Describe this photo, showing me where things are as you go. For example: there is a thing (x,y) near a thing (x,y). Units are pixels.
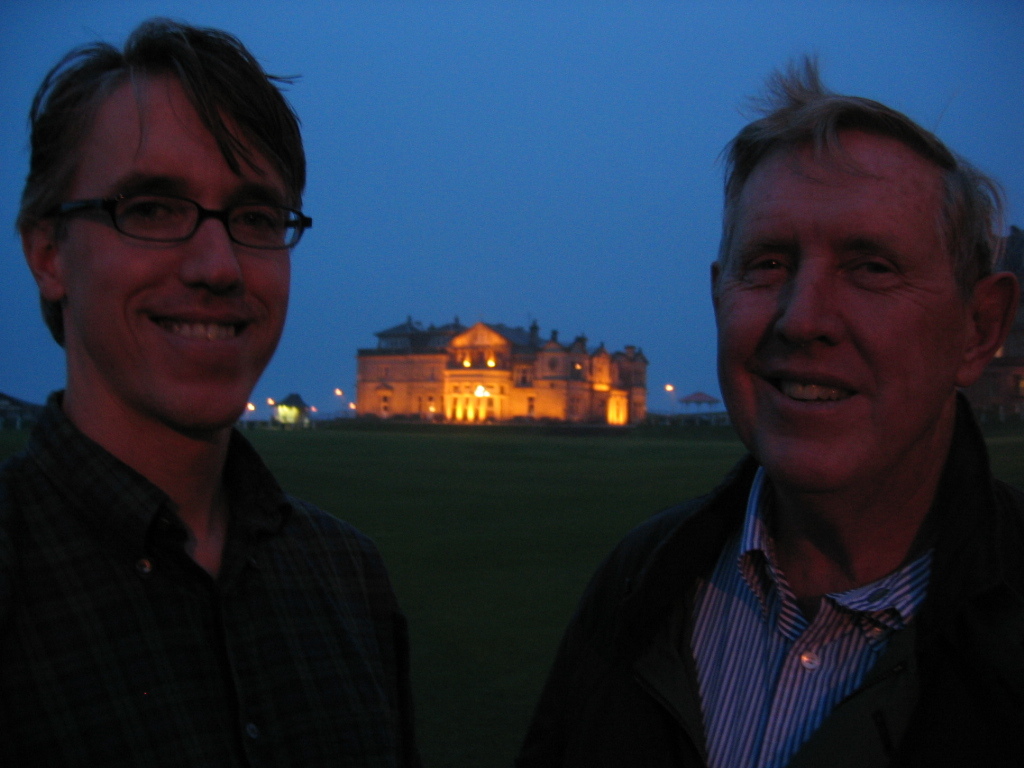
There are two men (125,389) and smiling and we can see grass (505,585). Background (267,397) we can see building (503,380), lights (481,396) and sky (279,389).
